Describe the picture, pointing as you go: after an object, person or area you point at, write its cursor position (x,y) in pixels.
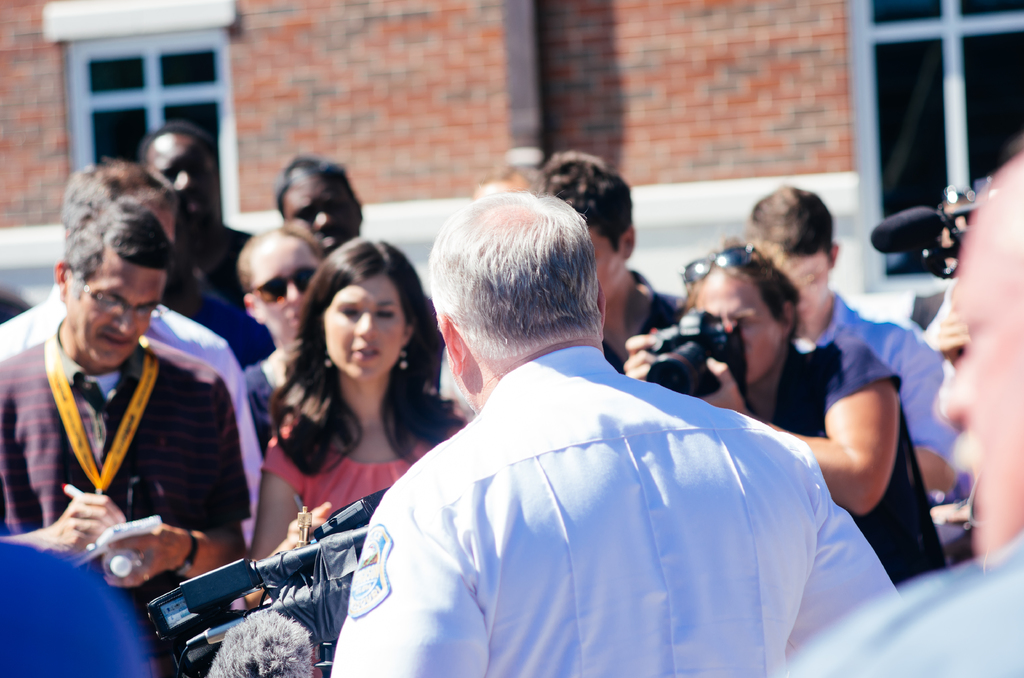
A person (619,569) is standing, this person (616,595) wore white color shirt (618,586). On the right side (820,390) a woman (804,373) is shooting with the camera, a beautiful girl (433,383) is standing, she wore a t-shirt (359,493) and this is a brick wall (483,105).
